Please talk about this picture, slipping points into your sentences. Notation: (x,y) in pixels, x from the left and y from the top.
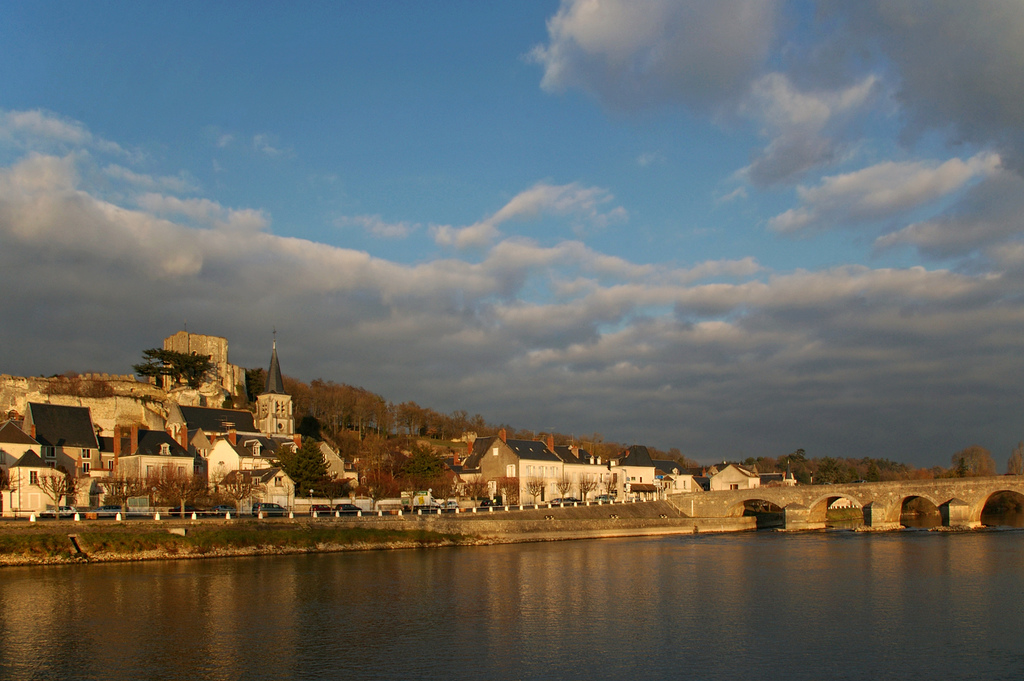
In this image I can see there are few buildings (84,450), trees (187,361) and there is a lake (695,643), there is a bridge (730,501) at right side (887,518) and the sky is cloudy.
